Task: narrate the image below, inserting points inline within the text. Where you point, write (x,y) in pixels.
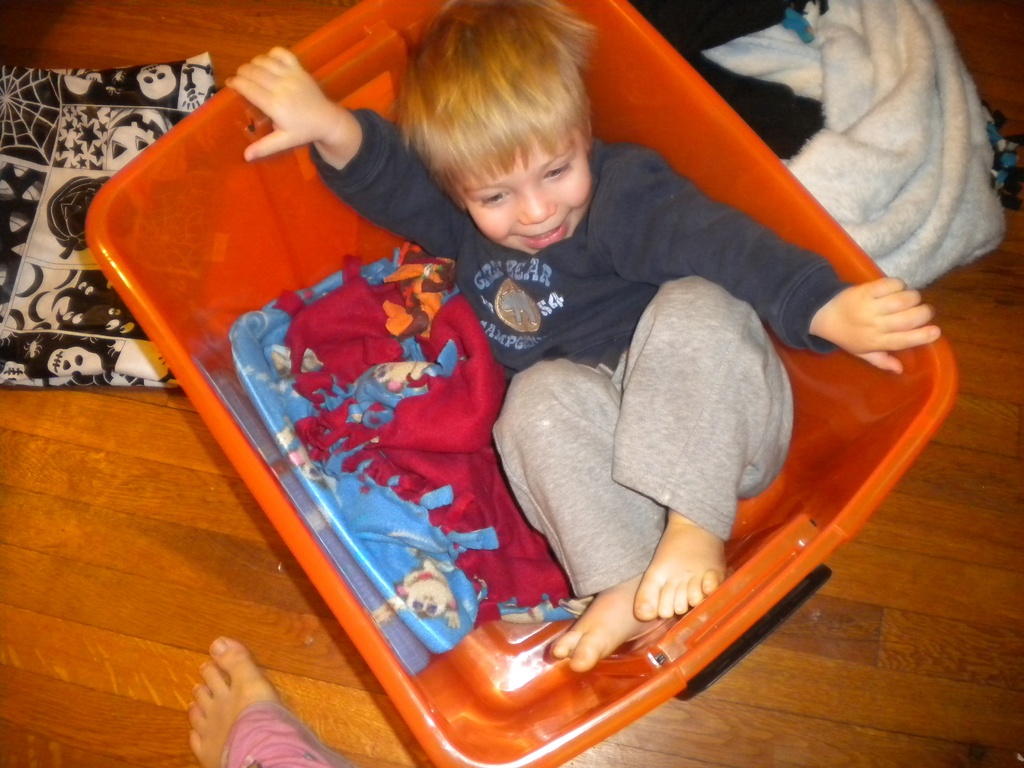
This picture shows a boy (619,291) in the basket (353,590) and we see few clothes (30,68) on the floor (54,40) and a cloth (363,412) in the basket (311,553) and we see a human leg (237,654).
